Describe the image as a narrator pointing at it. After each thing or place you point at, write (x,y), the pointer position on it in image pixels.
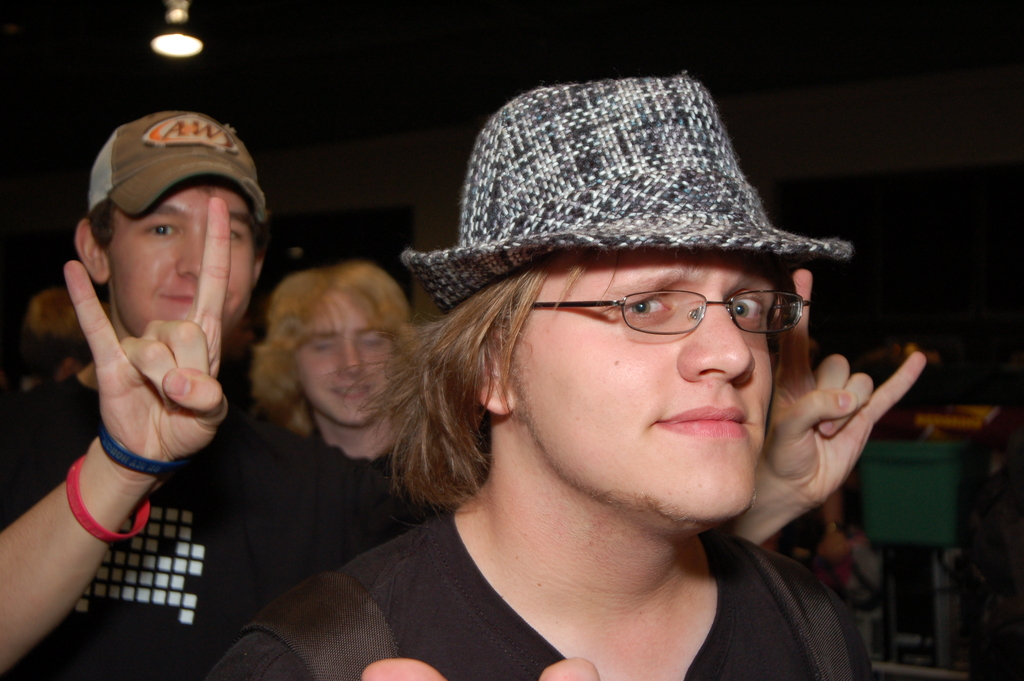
In this image we can see a man (660,360) is standing, he is wearing the glasses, he is wearing the black t-shirt (456,677), at back (208,177) there are group of people (331,293) standing, at above there is the light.
